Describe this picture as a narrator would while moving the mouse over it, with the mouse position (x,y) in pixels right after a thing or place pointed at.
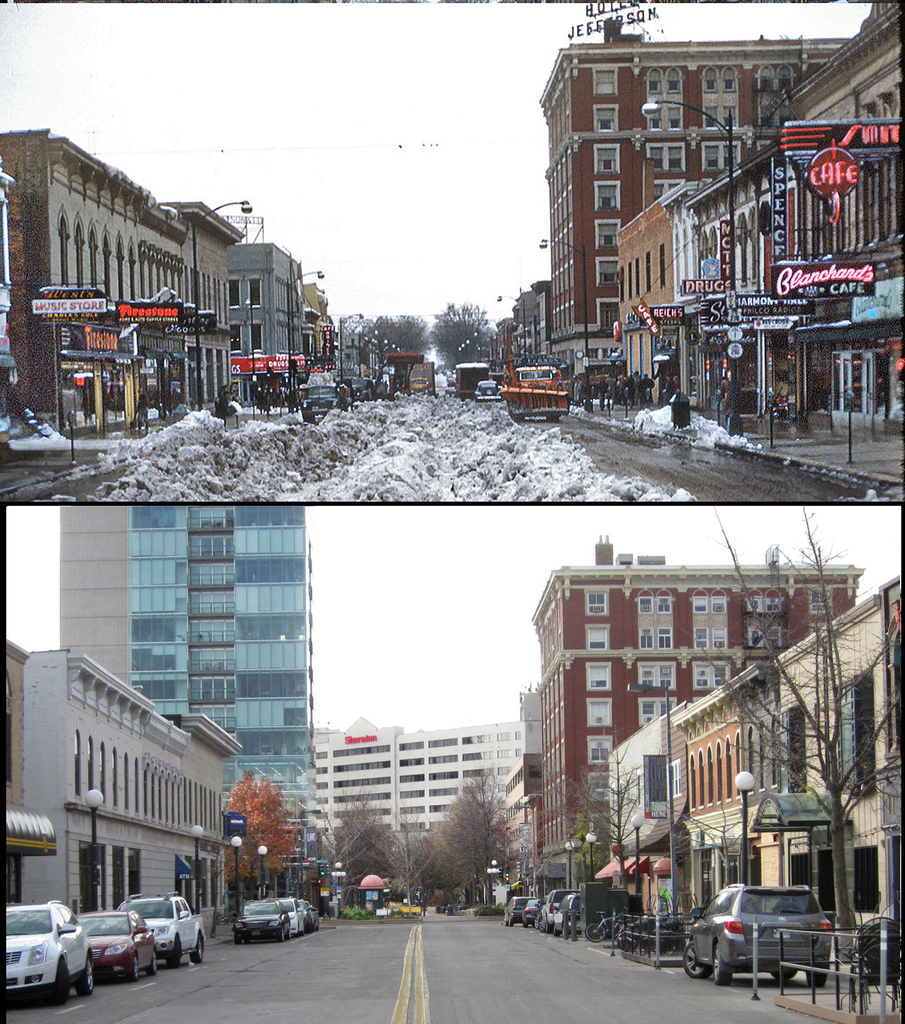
In this image we can see many buildings (216,343). There is a collage photo. There are many trees (342,854) in the image. There are many advertising boards (721,280) at the top of the image (772,306). There are many street lights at the bottom of the image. There are many vehicles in the image. We can see the sky (416,617) in the image.
